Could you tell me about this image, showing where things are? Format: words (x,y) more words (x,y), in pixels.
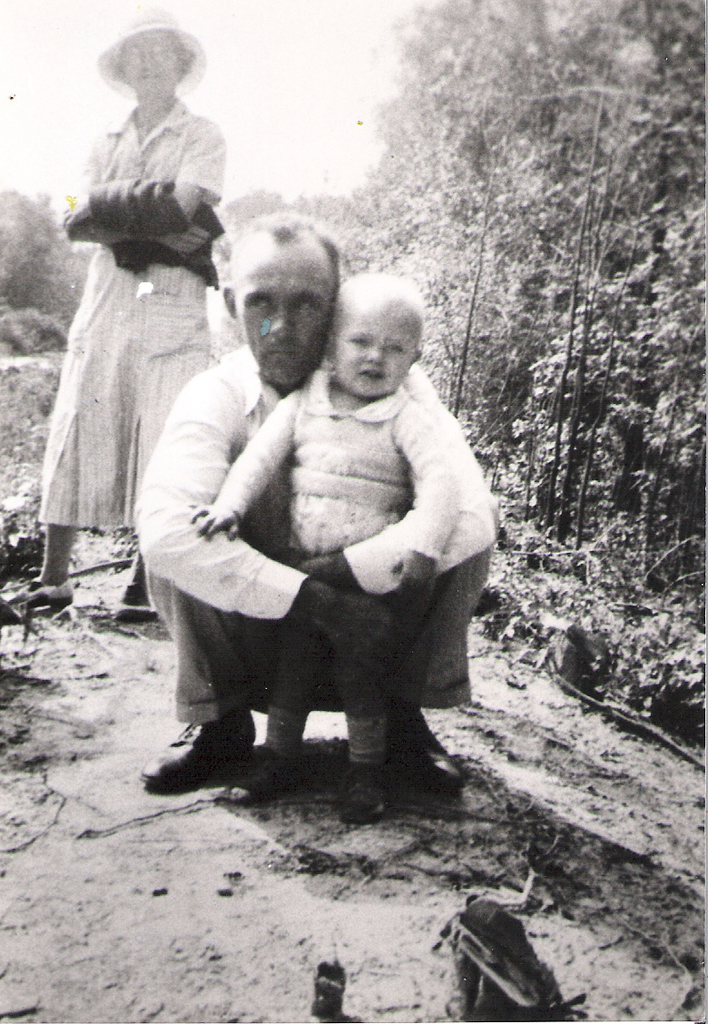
In this picture we can see people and in the background (1,284) we can see trees (46,294).
